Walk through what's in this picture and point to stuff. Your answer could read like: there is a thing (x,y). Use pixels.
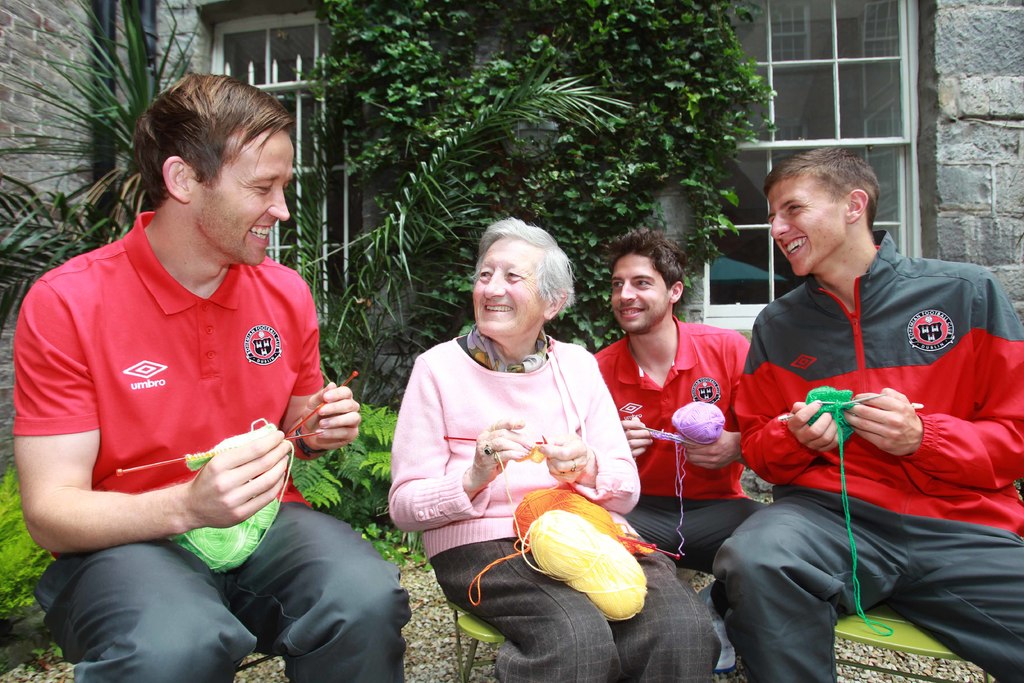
In this image there are people (623,509) sitting. We can see wool bundle (575,515). There are trees (398,533) in the background (347,458). There is building (90,169) with stones (974,196). There is glass window (835,43).
